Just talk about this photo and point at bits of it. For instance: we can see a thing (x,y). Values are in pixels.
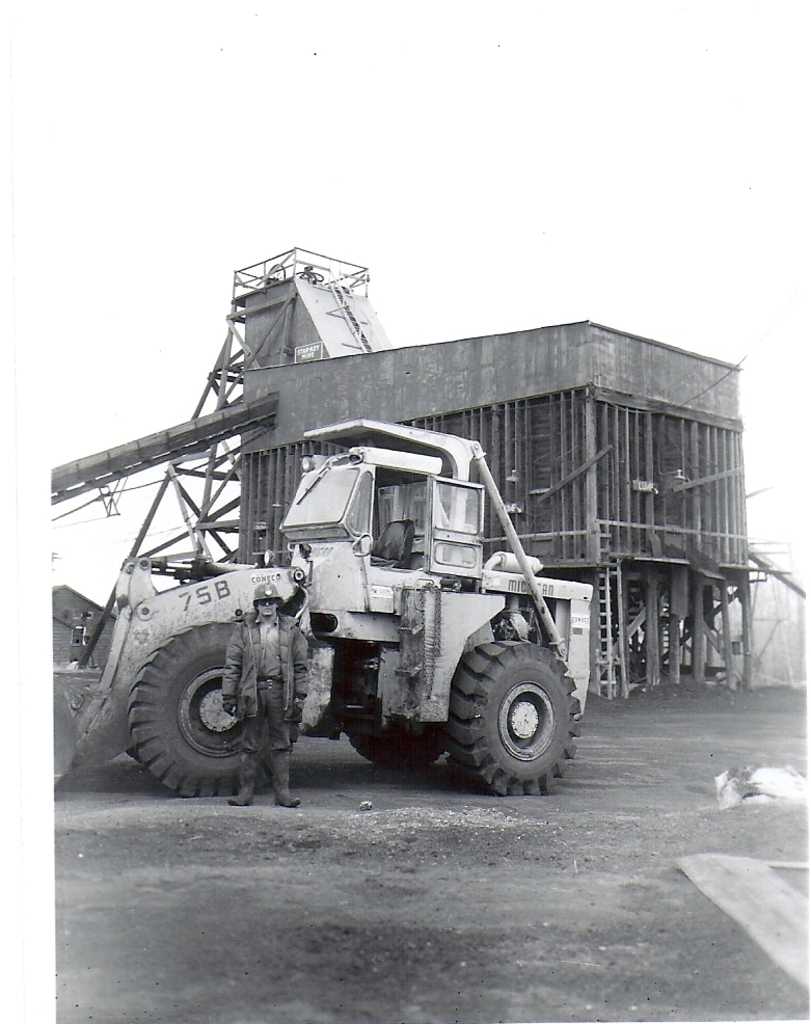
This picture is clicked outside. In the center (287,654) we can see a person (288,652) wearing jacket (248,710) and standing on the ground (438,804) and we can see a tractor (199,686) seems to be parked on the ground (668,735). In the background (587,214) we can see the sky (336,154), a cabin (554,449) and some other objects (649,675).
